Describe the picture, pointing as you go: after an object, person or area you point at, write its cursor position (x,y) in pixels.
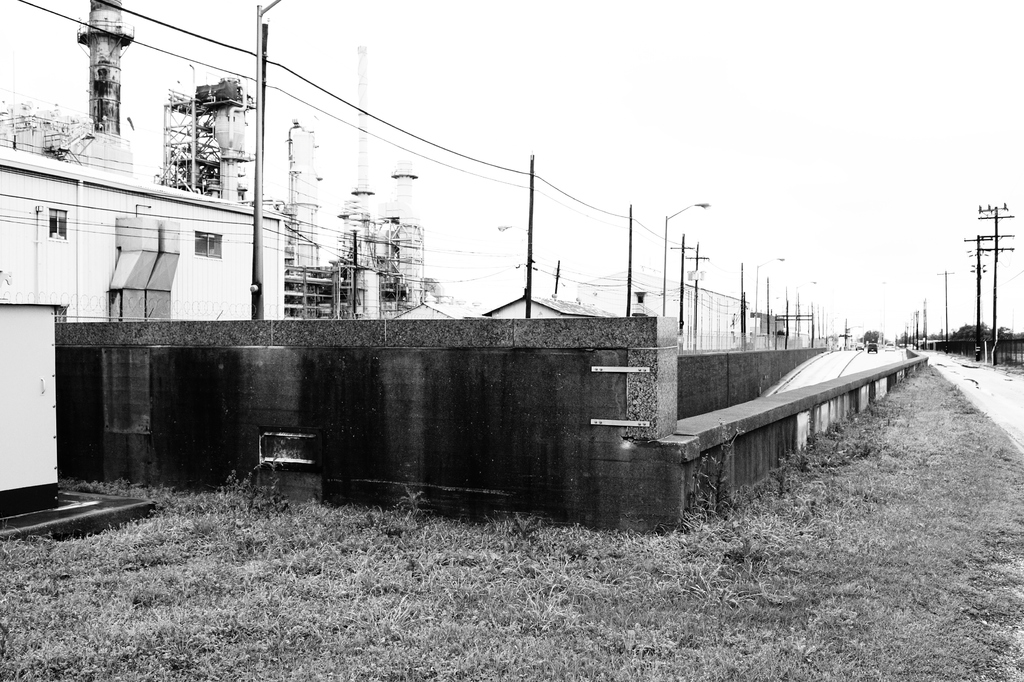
In the foreground of this black and white image, on the bottom (636,652), there is grass (978,602) and on the right (973,375), there is the path (1016,385), few poles (977,309), wall (998,346), few trees (961,329). On the left (128,274), there is an industrial factory (393,272), poles (681,294), fencing (688,305), few sheds (642,278) and the sky (721,130).
